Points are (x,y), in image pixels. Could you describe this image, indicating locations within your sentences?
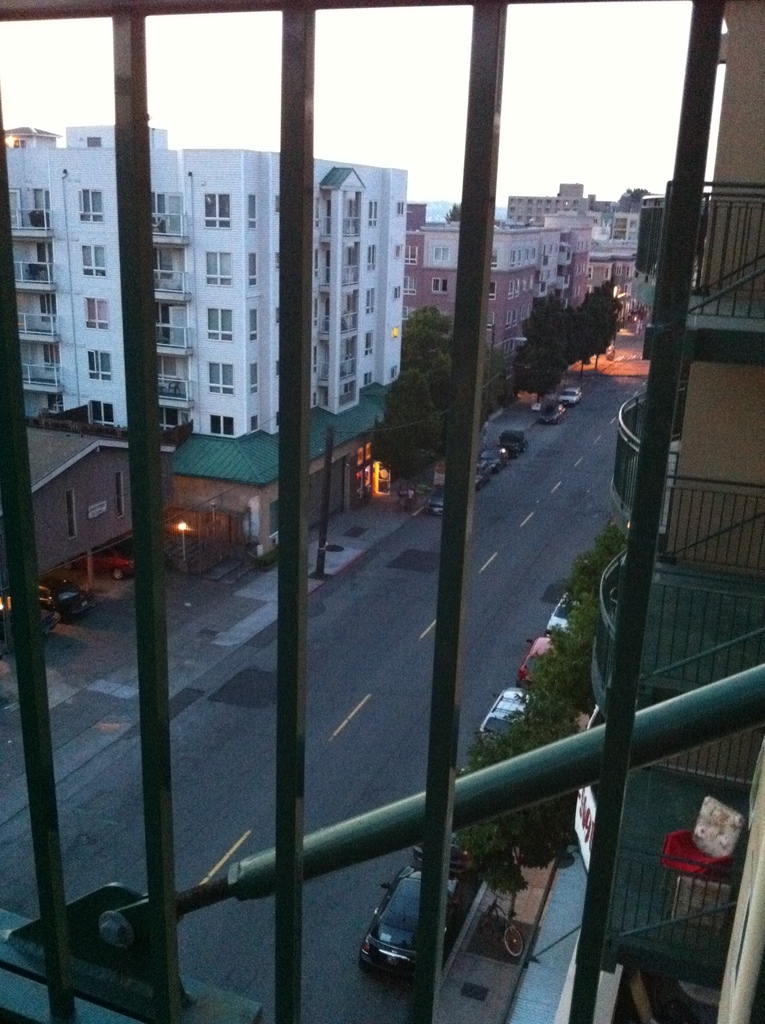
In this image we can see a grille (32,604), behind the grille (291,627) so many buildings (607,263) are present and cars (449,881) are parked to the corners of the road (521,460). And even we can see so many plants (509,824) and trees (540,391).
